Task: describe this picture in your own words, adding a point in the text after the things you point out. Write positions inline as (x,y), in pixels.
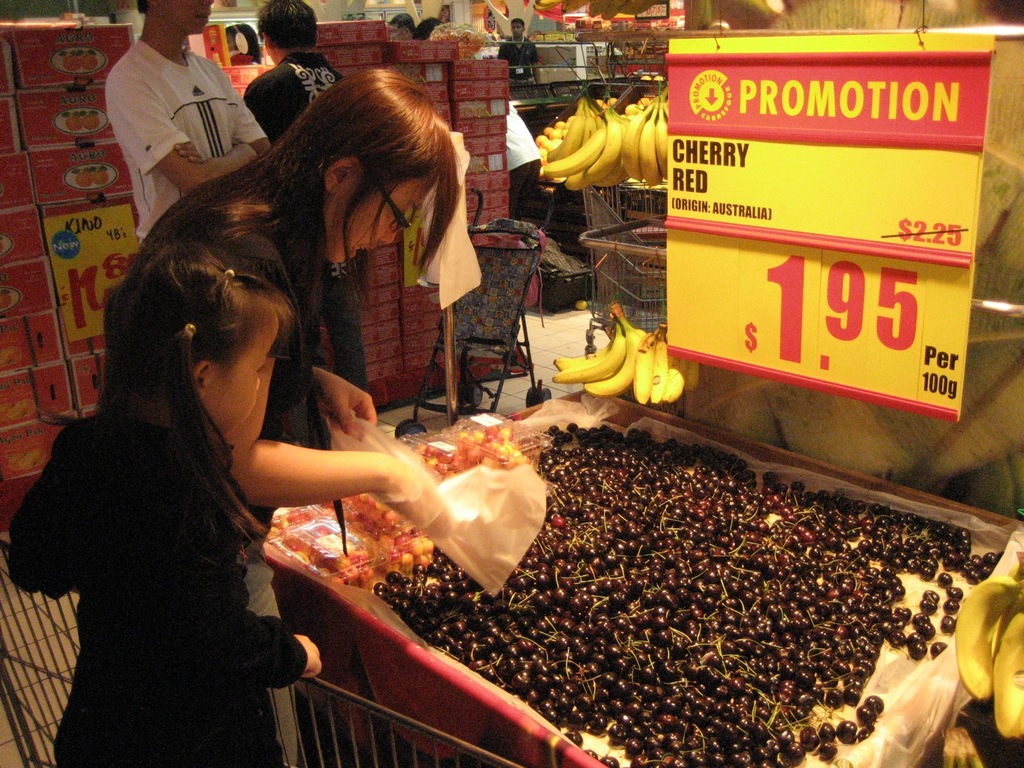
In the picture we can see a super market (98,208) with fruits section (808,712) in it we can see a box (871,486) full of red cherries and a price board (714,130) near it and we can see a woman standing and picking some of it and beside her we can see a girl child (174,381) standing and in the background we can see some people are standing and watching the items (433,328) and we can also see some bananas (637,379).
